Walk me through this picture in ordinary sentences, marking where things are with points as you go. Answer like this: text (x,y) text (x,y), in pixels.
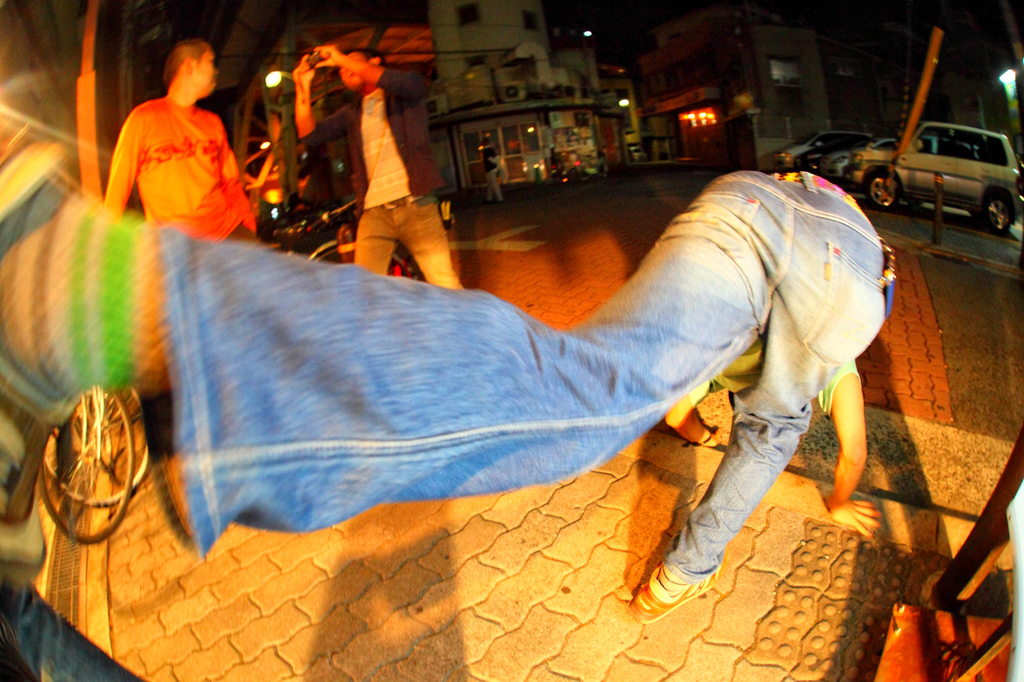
In the background (521,77) we can see the buildings (521,77), lights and objects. In this picture we can see the people (395,164). On the right side of the picture (824,137) we can see vehicles (825,167). On the left side of the picture (326,137) we can see a man (363,69) is holding an object (312,59). We can see a man (873,517). His hands (875,514) are on the road (880,485). His one is on the ground (804,552), other leg (638,394) is in the air.
